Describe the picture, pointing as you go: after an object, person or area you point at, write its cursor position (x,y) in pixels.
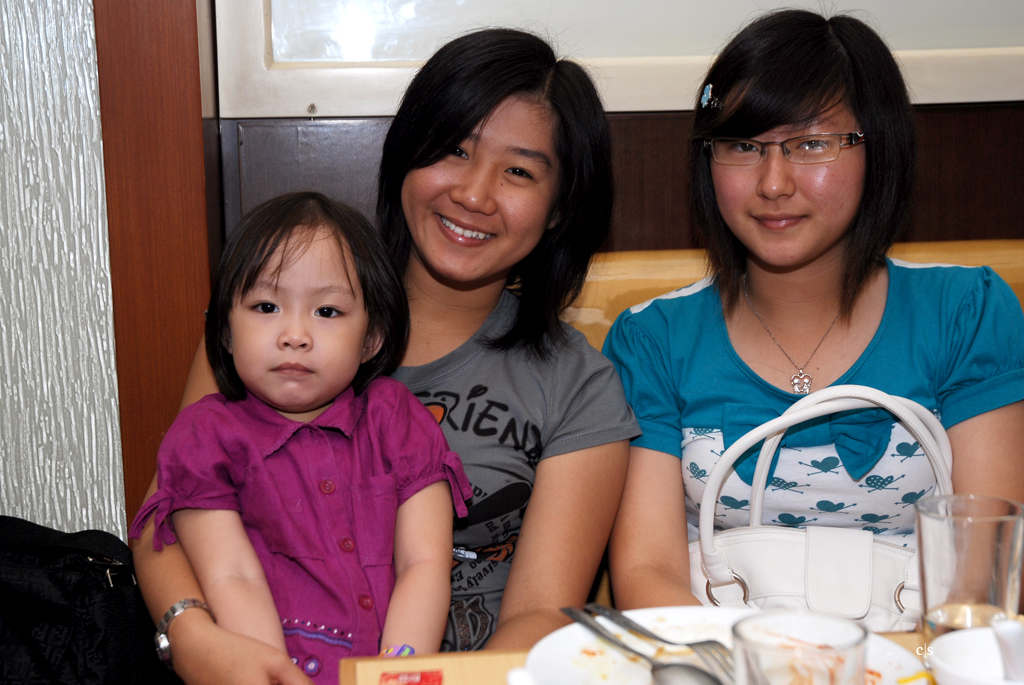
In this picture we can see two women (936,324) sitting and smiling and a girl (436,573) sitting on a woman (487,436) and in front of them we can see a plate (875,644), fork (714,656), spoon (653,675), glass (936,597), bags (825,575).
